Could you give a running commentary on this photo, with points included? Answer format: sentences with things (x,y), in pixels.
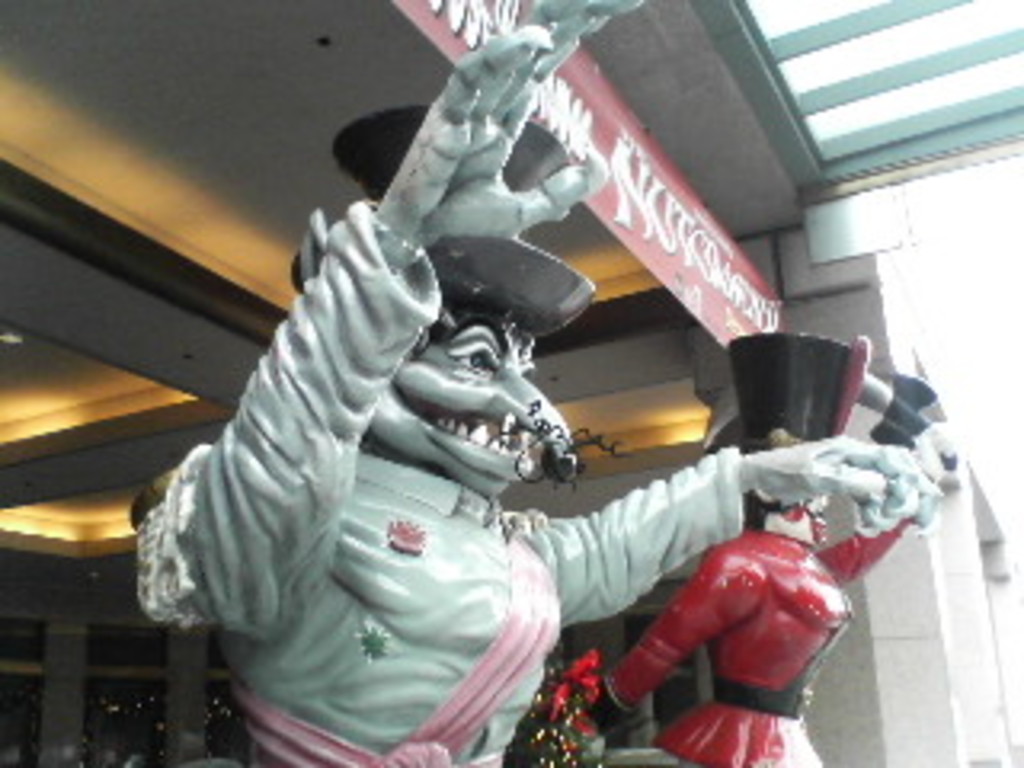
In this image we can see statues (555,574), decorated Christmas tree (537,695), advertisements (547,94), electric lights (88,419) and a building (723,157).
